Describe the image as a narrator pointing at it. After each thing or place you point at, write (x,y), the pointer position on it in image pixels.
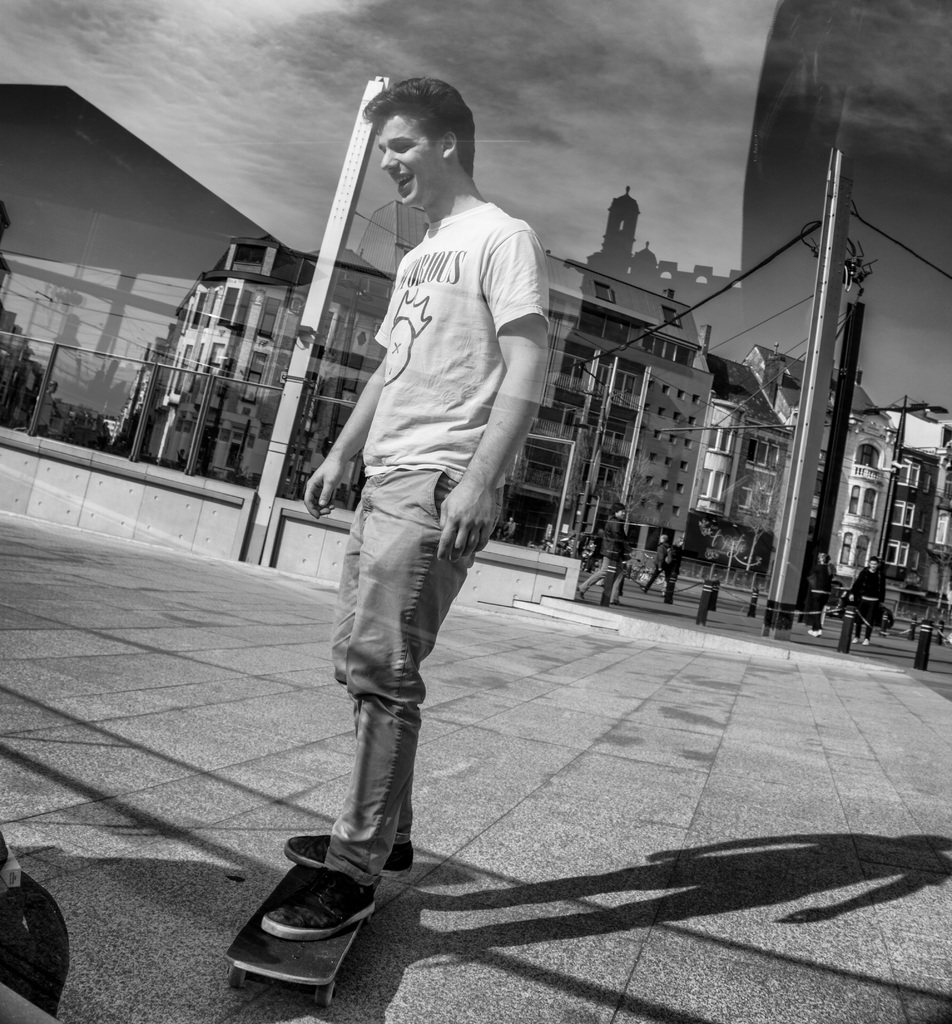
In this image we can see many buildings (712,484). There is an electrical pole (827,247) and few cables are connected to it. There is a cloudy sky (868,251) in the image. There are few trees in the image. A man (414,701) is standing on the skateboard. There is a reflection (118,437) of buildings (662,314) on the glasses (694,288). There are few people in the image.
